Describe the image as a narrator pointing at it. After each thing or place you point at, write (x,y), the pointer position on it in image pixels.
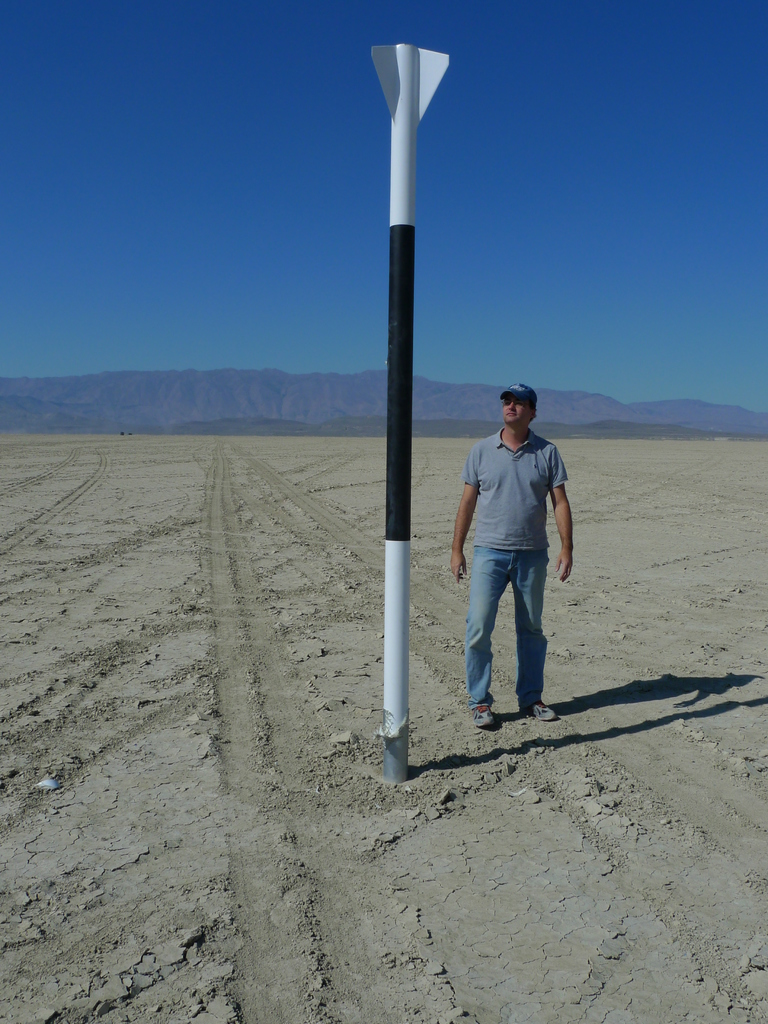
In the foreground of this image (466,504), there is a man (459,511) standing on the land (570,871) and there is also a pole (399,350) in front of him. In the background (235,430), there are mountains (229,388) and the sky (178,125).
